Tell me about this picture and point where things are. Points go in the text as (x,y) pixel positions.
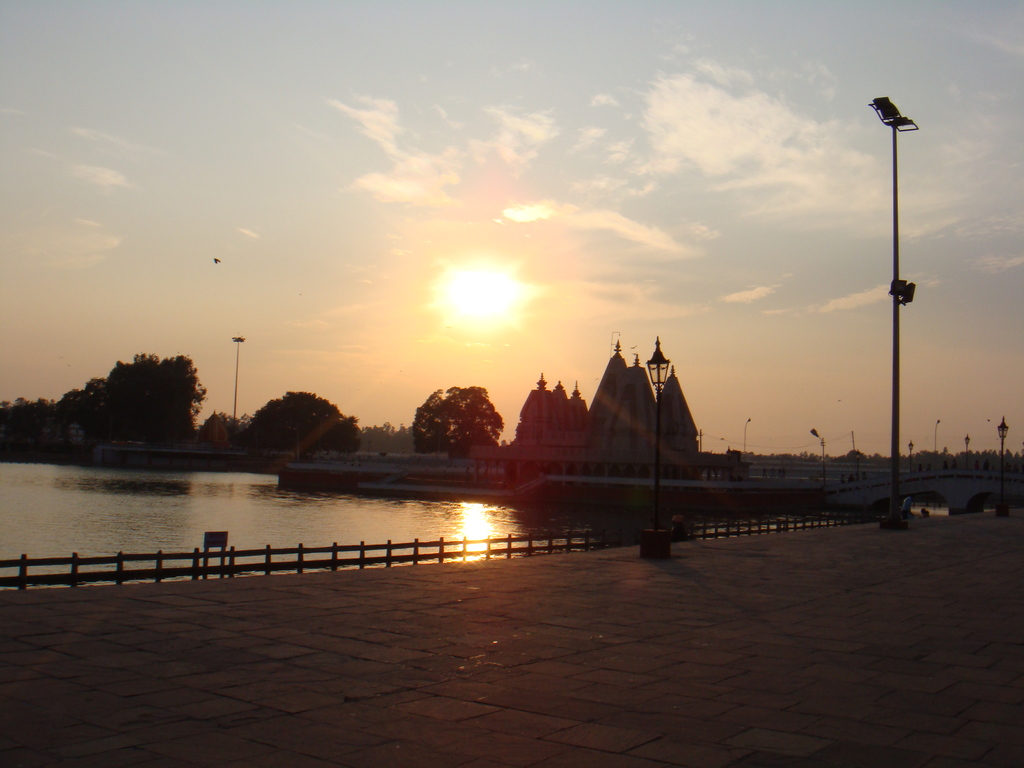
In this image in front (599,655) there is a road (611,629). There are street lights (966,445). There is a wooden fence (301,566). In the center of the image (345,499) there is water (253,492). There is a temple (613,442). In the background of the image (312,414) there are trees (421,423). There is the sun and there is sky (419,155).
